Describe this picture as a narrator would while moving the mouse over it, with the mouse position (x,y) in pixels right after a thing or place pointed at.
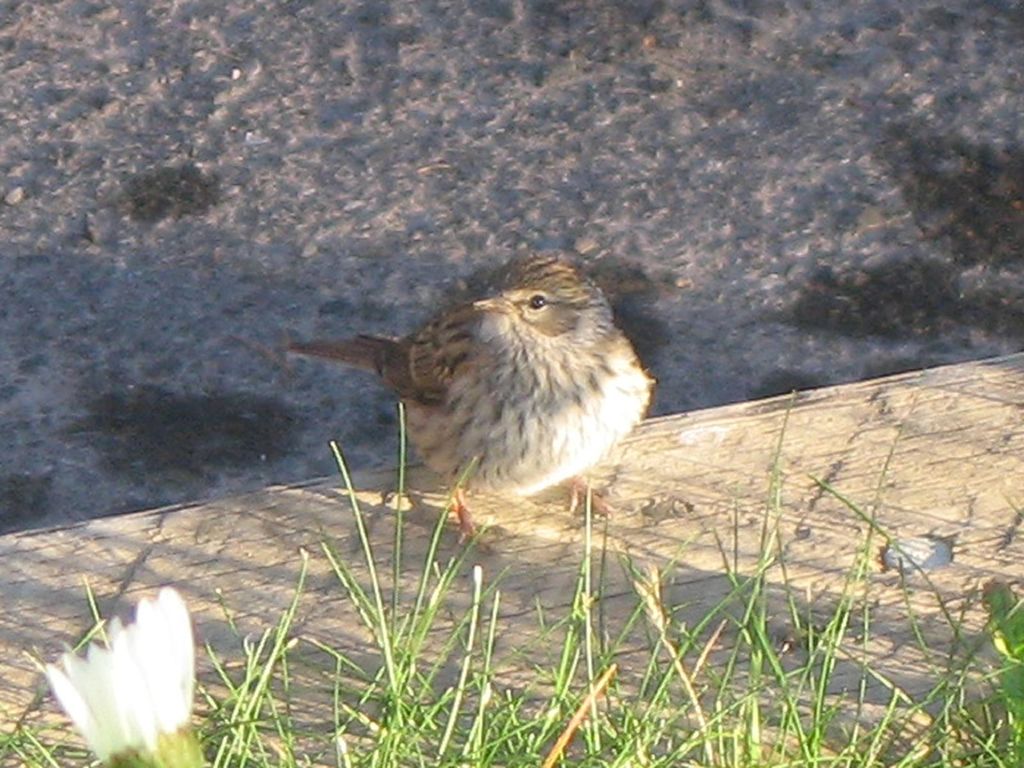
In this picture there is a small bird (637,397) in the center of the image (586,271) and there is a flower (187,635) in the bottom left side of the image (136,626), there is grass (666,626) at the bottom side of the image (674,655).
